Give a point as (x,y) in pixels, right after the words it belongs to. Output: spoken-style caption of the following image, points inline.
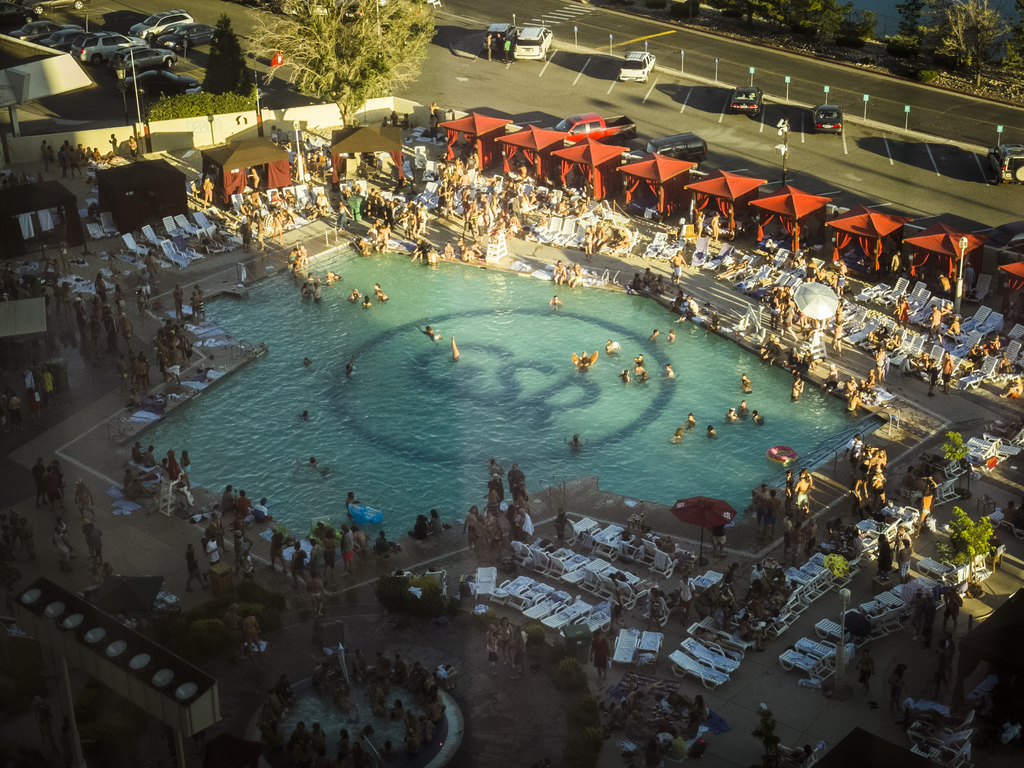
In this picture there are group of people (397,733) standing around the swimming pool (452,439) and there are group of people (290,250) in the pool (443,375) and there is water (666,351) in the pool (419,417). In the foreground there are chairs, plants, tents (1011,643) and umbrellas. At the back (718,104) there are vehicles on the road (594,86) and there are trees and poles (752,67).
